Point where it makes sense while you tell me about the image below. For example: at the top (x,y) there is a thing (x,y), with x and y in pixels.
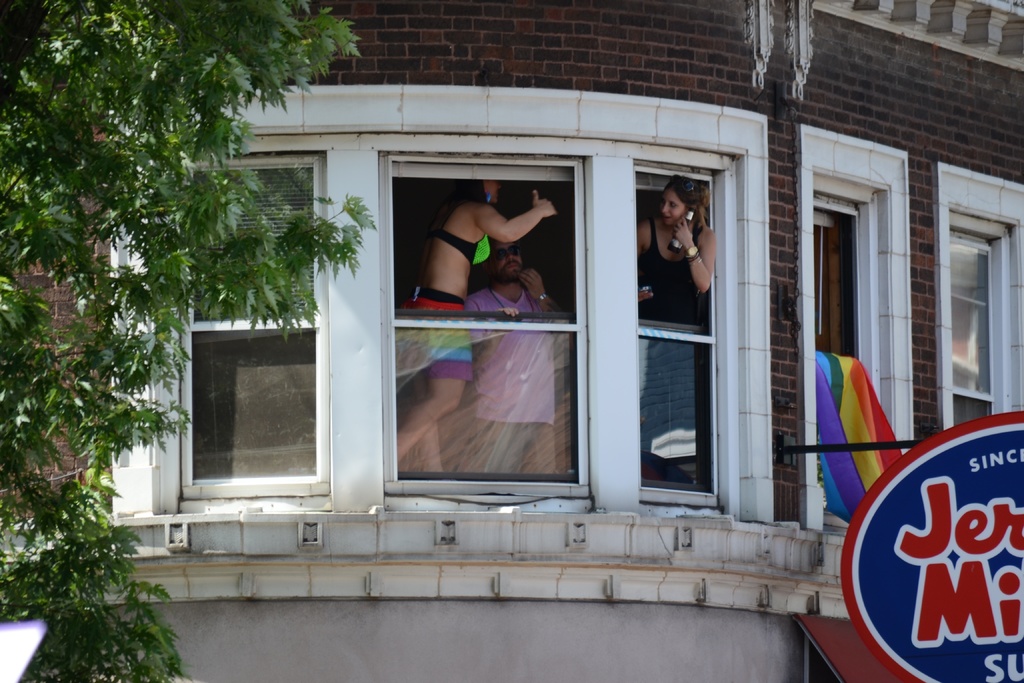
In the image there is a building (985,152) and behind the windows (454,347) of the building (633,245) there are few people (536,284), in the foreground (36,68) there is a tree (75,287) on the left side (111,621) and on the right side (915,517) there is some object (907,611).
